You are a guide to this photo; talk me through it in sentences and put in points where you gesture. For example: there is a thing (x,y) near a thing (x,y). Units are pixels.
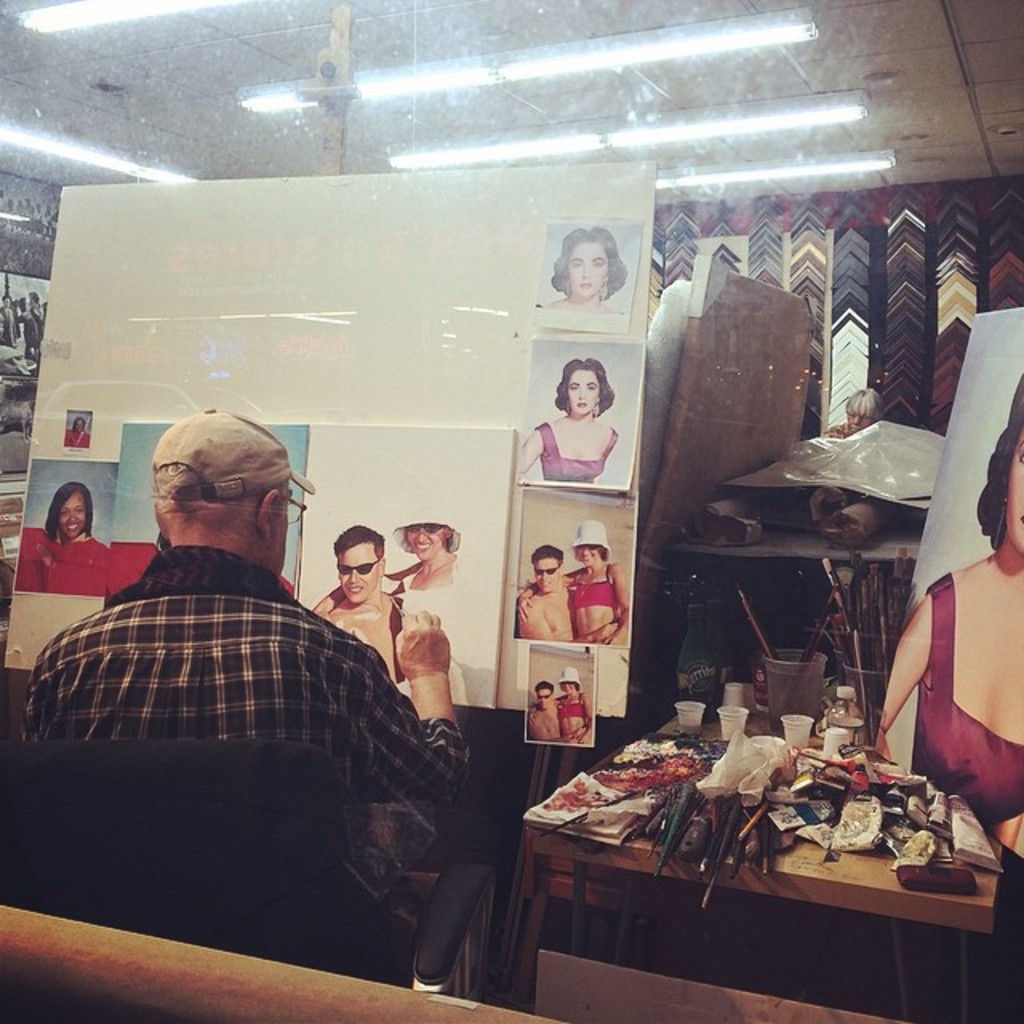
In this image there is a person (212,733) sitting in a chair (174,799), in front of the person (177,665) on the board (508,648) there are photographs (574,404) of different people (364,577), beside the person (459,723) on the table (851,805) there are a few objects (756,755), in front of the table (812,740) there is a wall (809,410) with some objects (699,354), in the background of the image (43,307) there are photo frames (16,275) on the walls (16,275) and lamps (679,135) on the ceiling (806,138).
